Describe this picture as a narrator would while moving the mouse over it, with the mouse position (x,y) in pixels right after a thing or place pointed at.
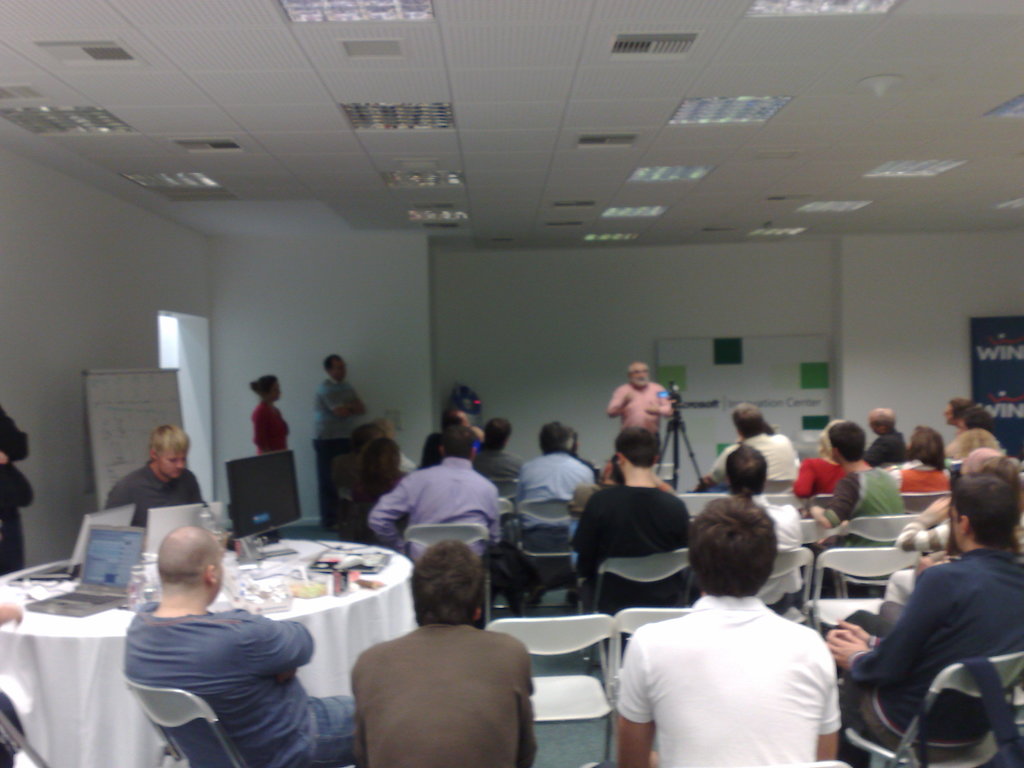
In this image I can see the group of people (715,664) sitting and some people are standing. To the left (65,686) there is table (83,660). On the table (83,660) there are some laptops (81,576). And there are boards (729,370) attached to the wall (711,316).
